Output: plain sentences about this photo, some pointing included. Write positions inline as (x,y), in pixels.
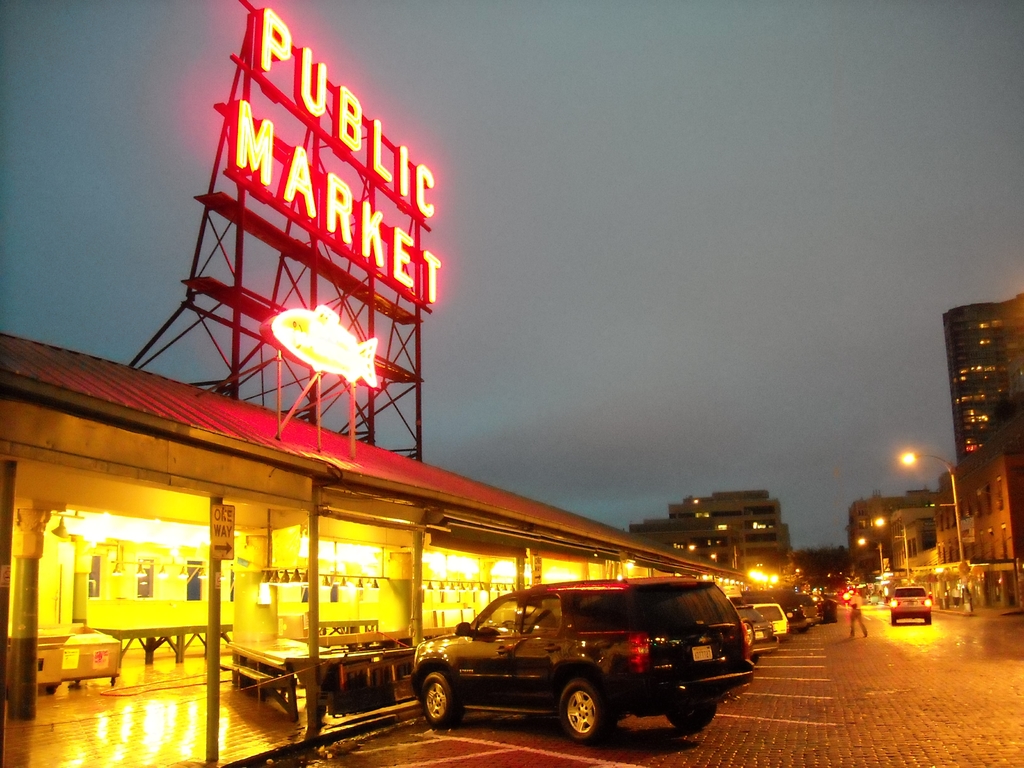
In this picture we can observe some cars (602,651) parked in front of this market (362,548). There are some letters (347,117) with lights (262,148) in them, on this shed (301,427). We can observe some buildings (896,553) and street light poles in the background (720,530). There is a sky (638,278).
